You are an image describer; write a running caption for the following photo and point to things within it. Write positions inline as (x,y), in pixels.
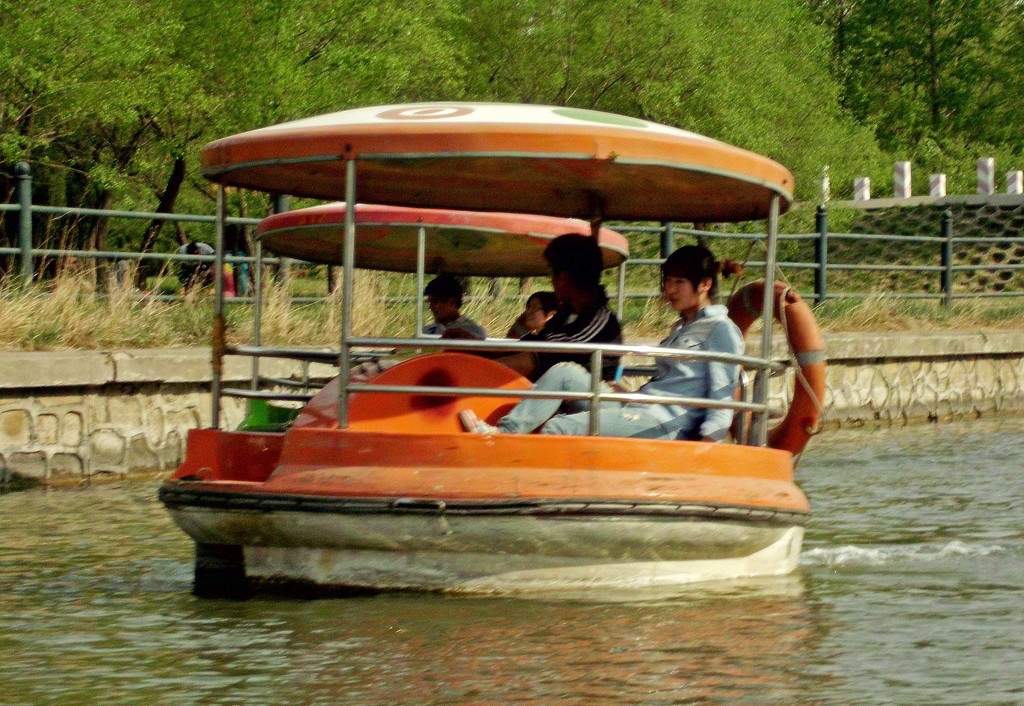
There are few people (544,313) sitting on the boats (444,343). On the boat (764,349) there is a tube (804,379). And the boat (505,463) is on the water (502,615). In the back (111,231) there is a railing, grass (858,312) and trees (642,66).
